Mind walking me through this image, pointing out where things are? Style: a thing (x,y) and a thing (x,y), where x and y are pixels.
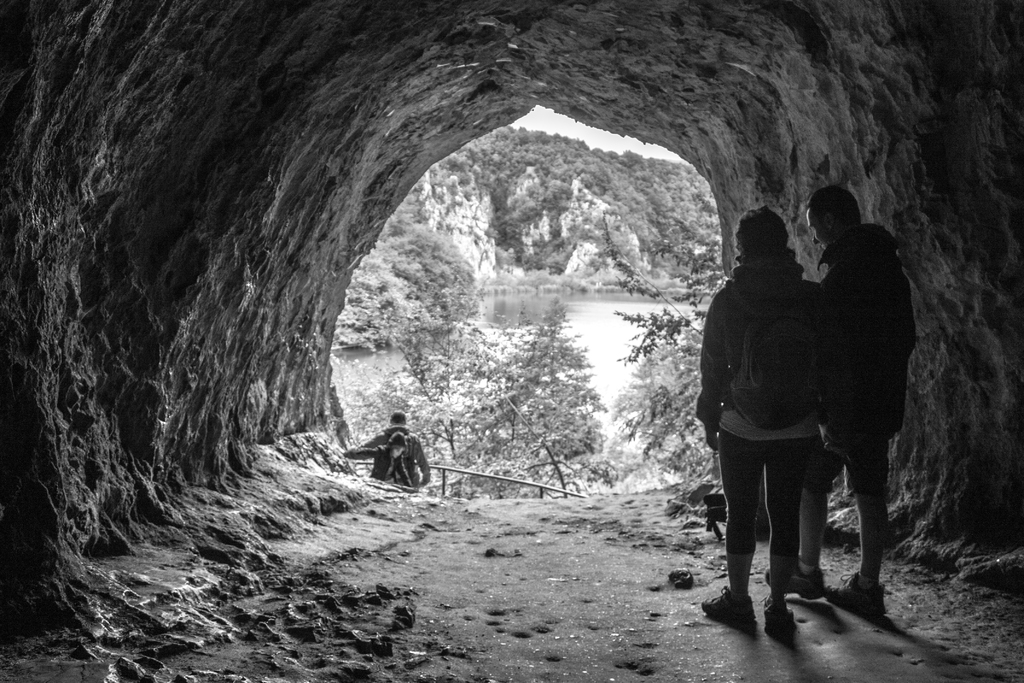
This picture is clicked inside the cave (818,169). On the right (793,298) we can see the two persons (795,412). On the left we can see a person (415,469), metal rod (517,479), trees (558,362), water body (593,303) and the sky (592,130) and some other objects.
